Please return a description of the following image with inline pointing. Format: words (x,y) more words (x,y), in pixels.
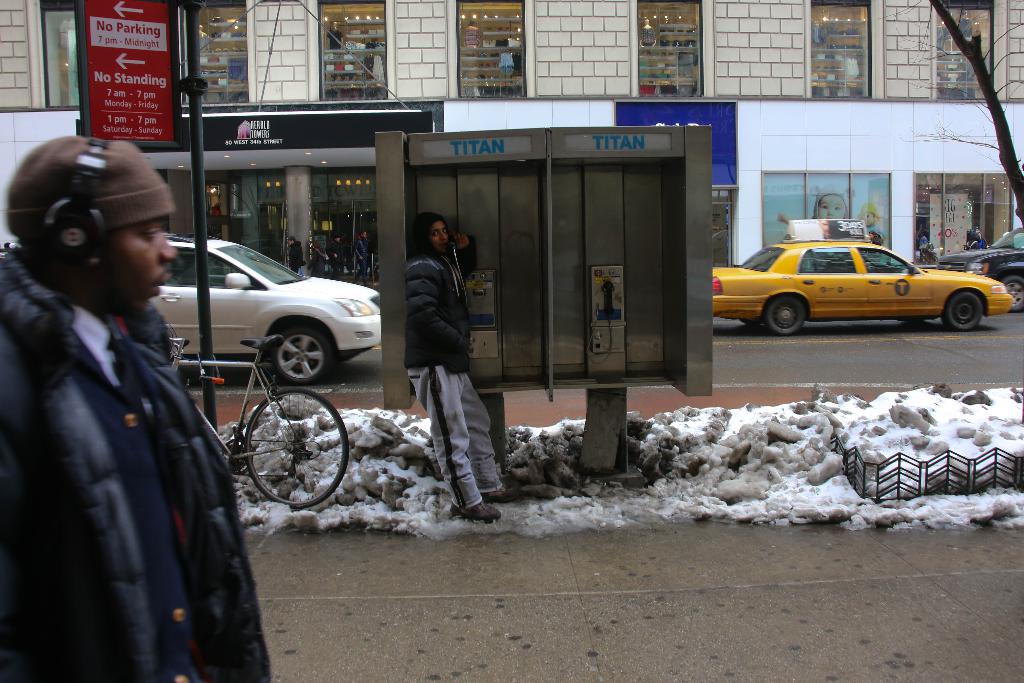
This picture shows a building (454,35) and we see few cars (852,263) moving on the road (1008,349) and we see a man (464,239) standing and speaking on the telephone (483,307) and we see another man (8,270) walking on the sidewalk (419,593). he wore a cap (106,186) and headset (89,153) on the head (154,271) and we see a bicycle (298,399) parked and we see a hoarding board (159,136) to the pole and few piles of snow (813,448) on the sidewalk (710,580).
